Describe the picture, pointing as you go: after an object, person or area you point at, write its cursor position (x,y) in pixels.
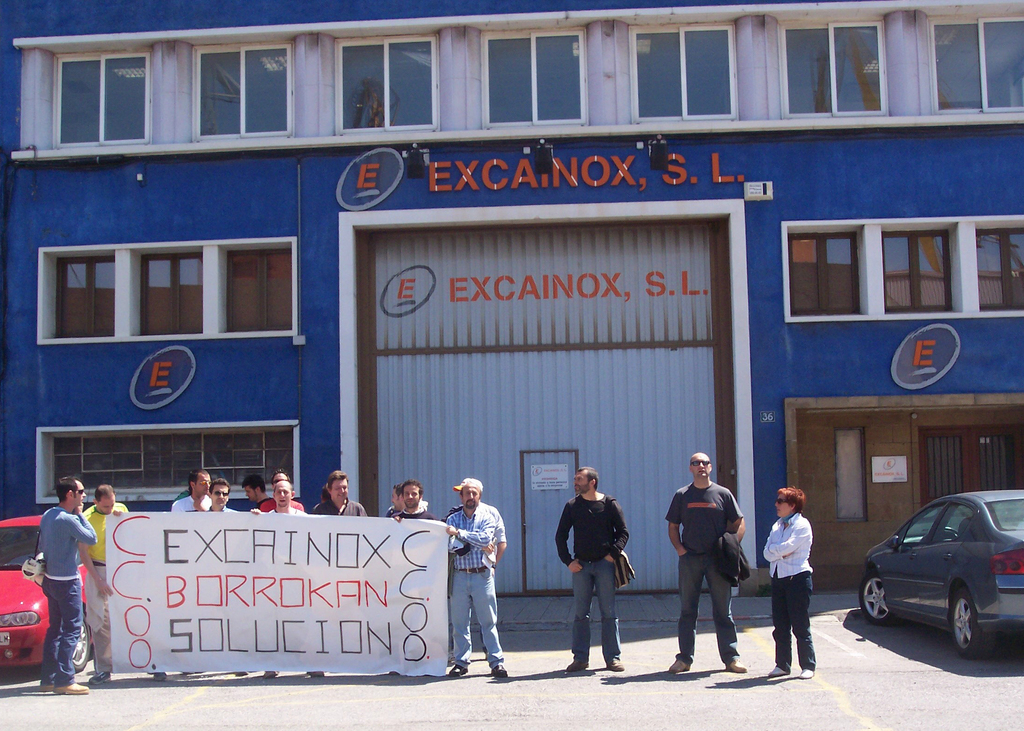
In this image I can see few persons (488,553) standing on the ground (531,603) and holding a banner (415,570) which is white in color in their hands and in the background (6,528) I can see few cars (21,523) which are red and black in color, a building (871,505) which is blue and white in color and few windows (360,95) of the building (345,108).
